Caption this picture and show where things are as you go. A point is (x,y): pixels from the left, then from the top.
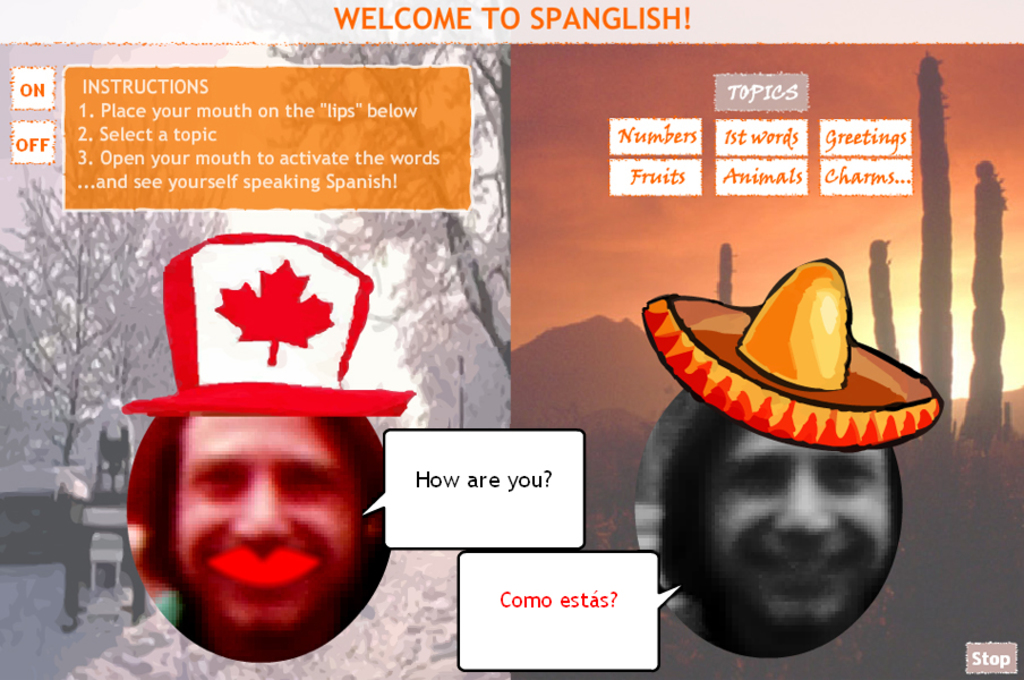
In this image I can see collage photos where I can see blurry faces (289,510) of people (724,644) and I can see something is written at many places.
